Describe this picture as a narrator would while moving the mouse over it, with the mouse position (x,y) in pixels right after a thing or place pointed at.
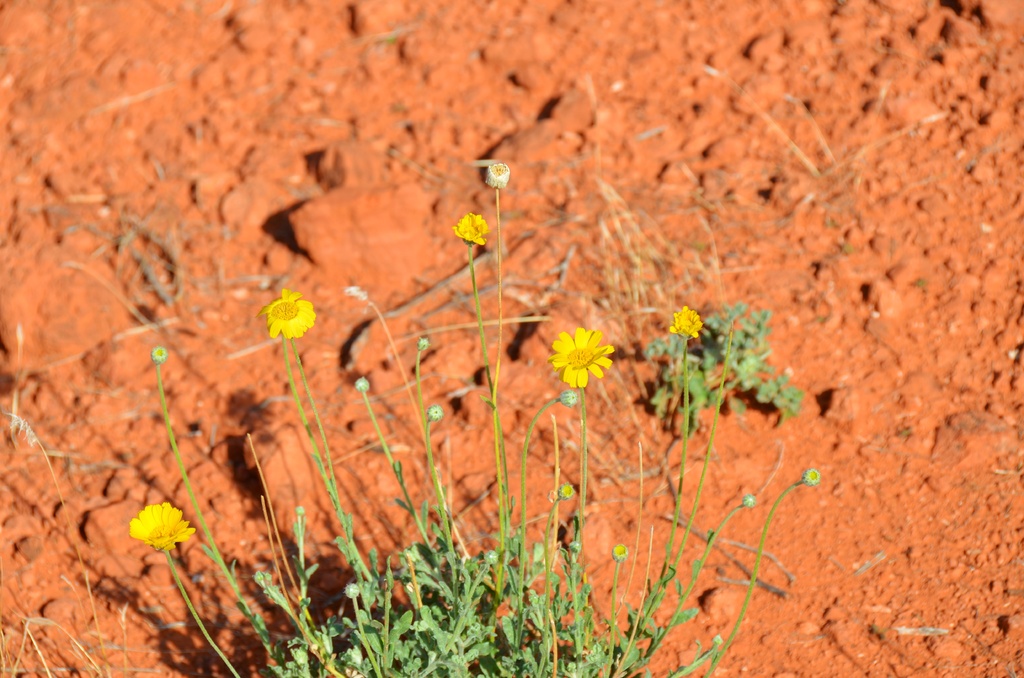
At the bottom of the picture (539,549), we see the plant (490,607) which has flowers (564,499) and these flowers (304,323) are in yellow color. In the background (351,183), we see the soil (797,283), which is brown in color.
